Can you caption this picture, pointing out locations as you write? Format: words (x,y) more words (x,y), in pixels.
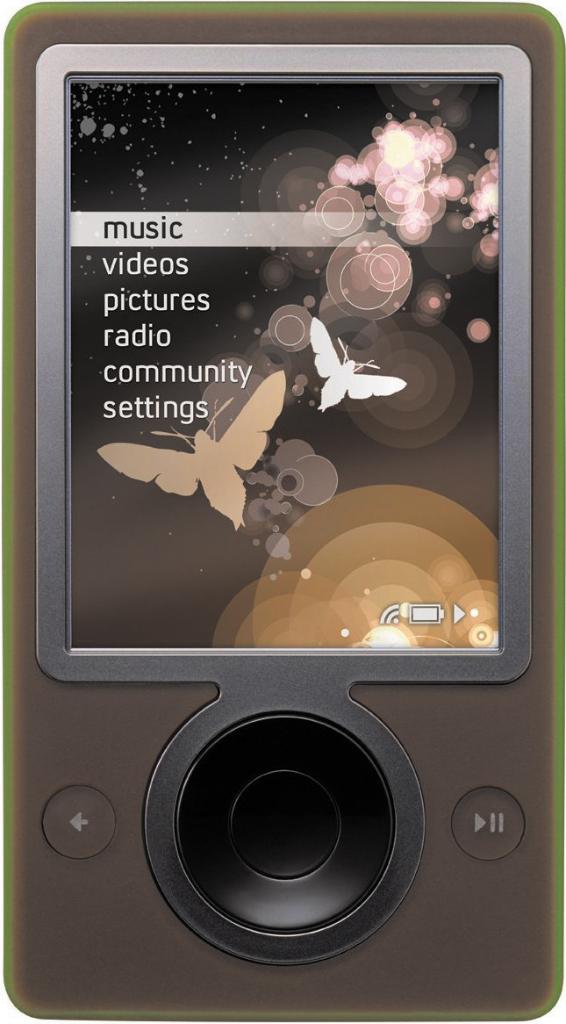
In this image I see a music player (336,71) which is of brown and grey in color and I see the buttons (236,813) over here and on the screen (263,212) I see something is written over here and I see white color things (428,617) over here.
